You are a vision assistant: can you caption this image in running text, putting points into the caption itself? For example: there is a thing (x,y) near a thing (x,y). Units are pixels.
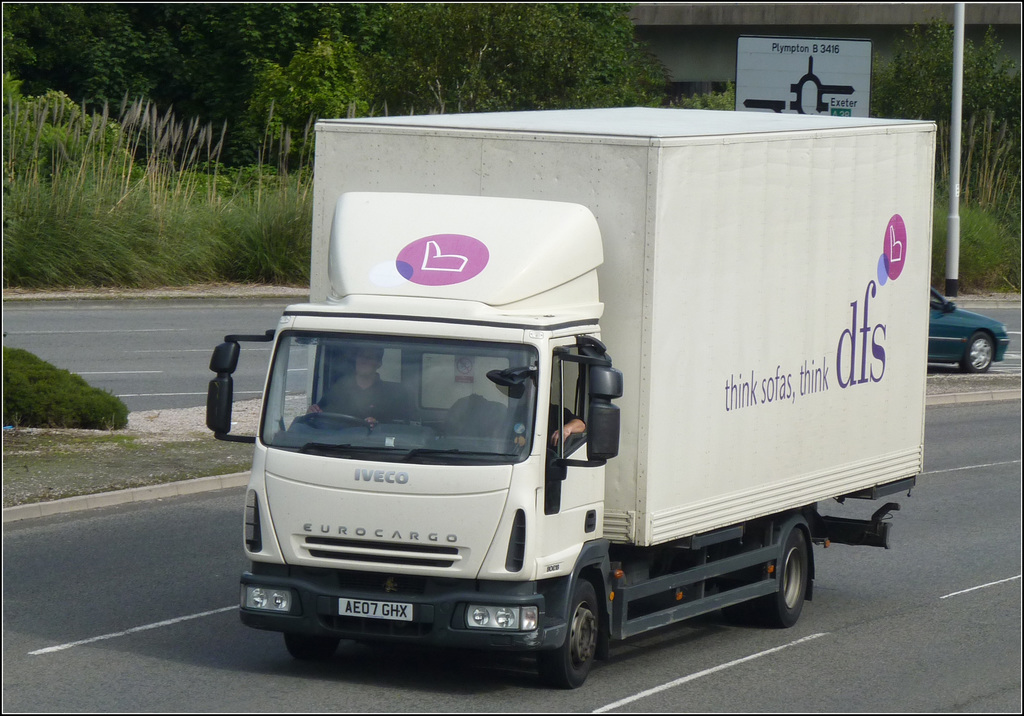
In this image we can see two people (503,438) sitting inside a vehicle (644,605) moving on the ground (785,658). On the left side of the image (70,402) we can see some plants (79,232) and group of trees (295,76). On the right side of the image (954,230) we can see a car (999,328), pole (952,212), board (856,97) with some text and a bridge (834,11).
